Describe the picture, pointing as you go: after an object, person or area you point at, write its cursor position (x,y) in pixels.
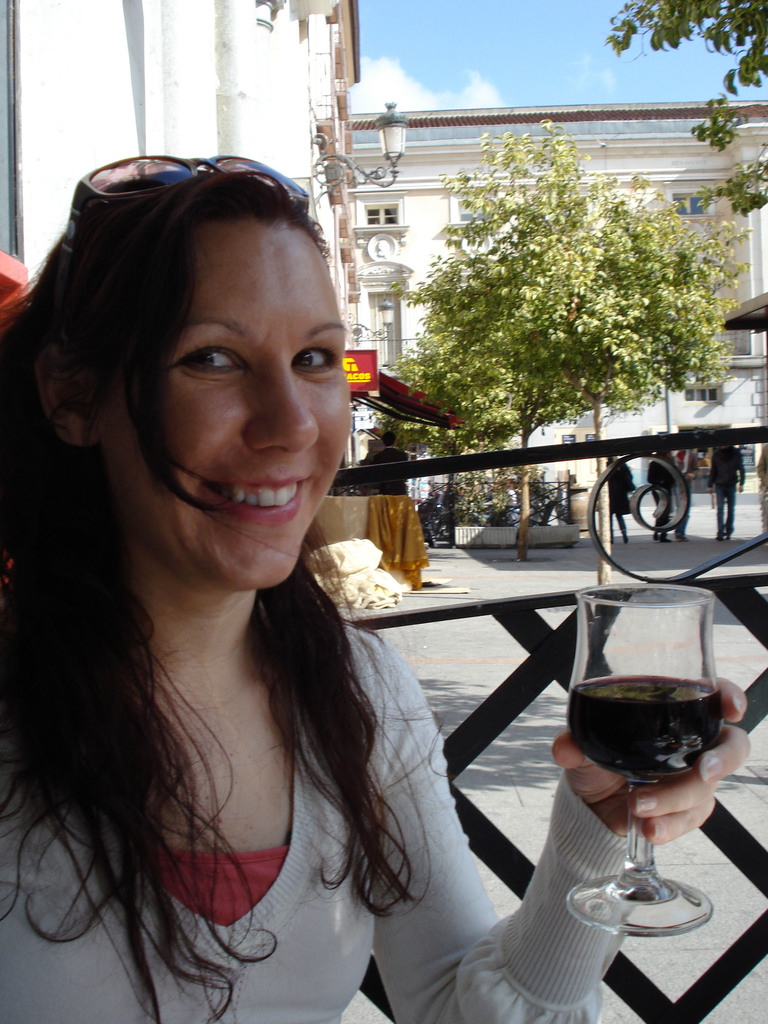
In this picture there is woman (246,530) smiling and holding a wine glass (596,735) in her hand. In front of a railing (563,635). In the background (735,465) there are some people (674,481) standing. There are some trees (551,309) and buildings (469,184). We can observe a sky (545,82) and a clouds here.
